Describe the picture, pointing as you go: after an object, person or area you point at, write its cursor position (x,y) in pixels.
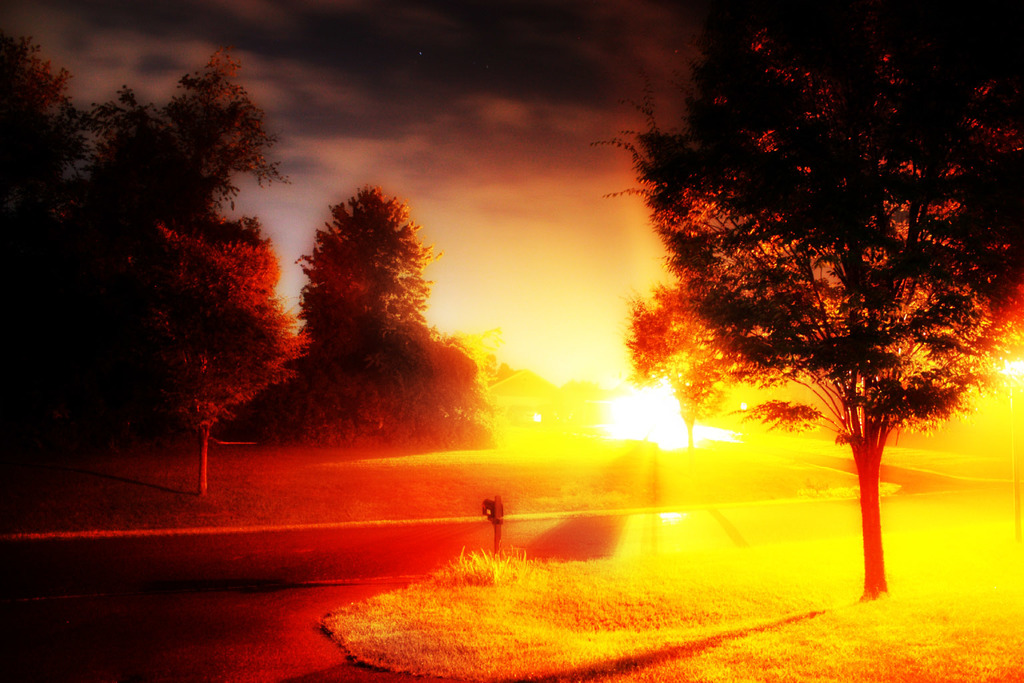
In this image we can see road (205,542), grass (569,637), trees (324,331), sky (444,93) and clouds (496,157).
